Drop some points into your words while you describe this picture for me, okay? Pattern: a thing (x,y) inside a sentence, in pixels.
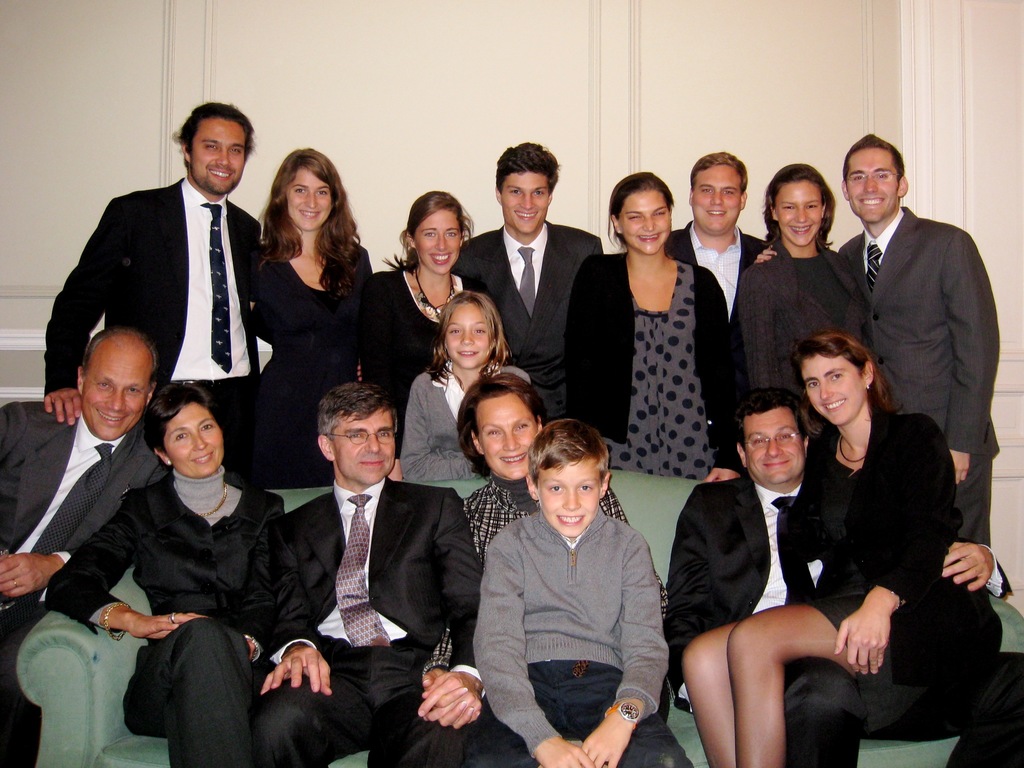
This image is taken indoors. In the background (394,128) there is a wall (56,283). In the middle of the image (359,411) a few people (534,577) are sitting on the couch (117,679) and a few (710,325) are standing on the floor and they are with smiling faces (880,202).
